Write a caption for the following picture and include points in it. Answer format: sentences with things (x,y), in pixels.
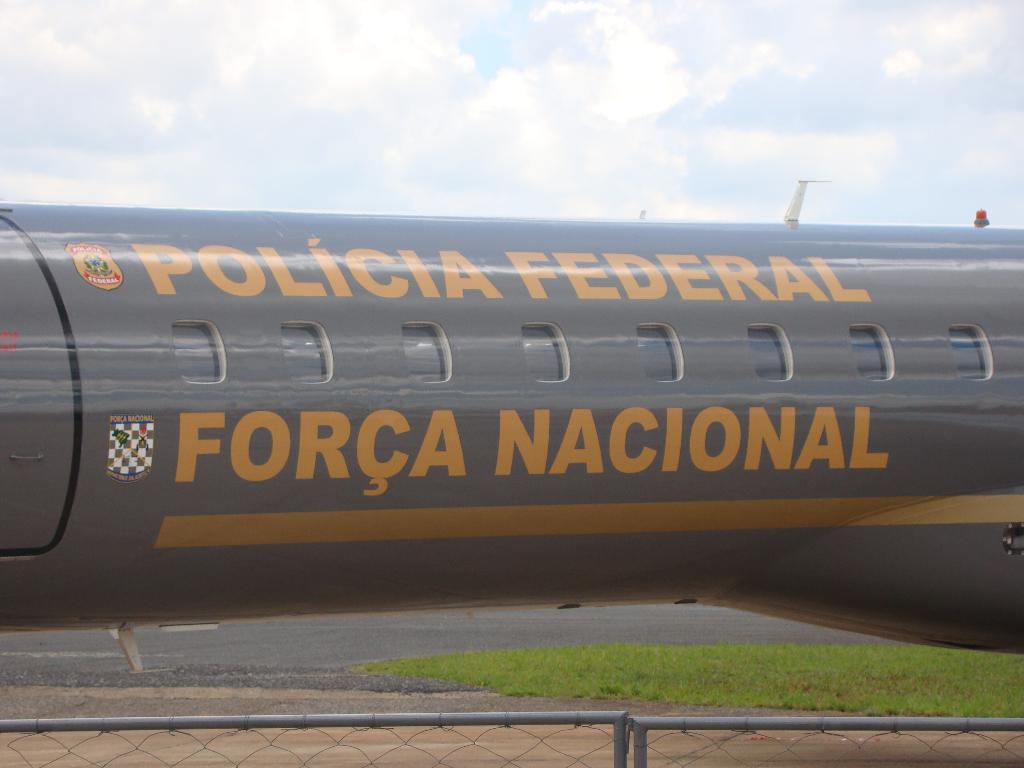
In the picture there is an airplane (588,237) that belongs to police (110,281) and there is a fencing (81,720) in front of the plane (98,317).
